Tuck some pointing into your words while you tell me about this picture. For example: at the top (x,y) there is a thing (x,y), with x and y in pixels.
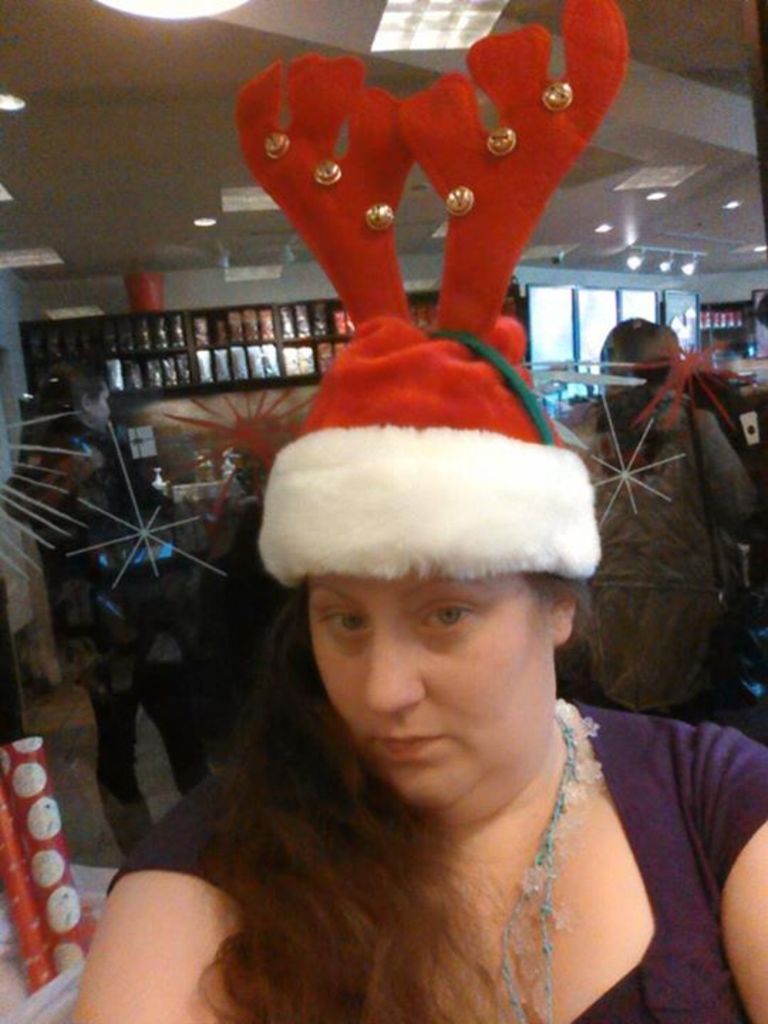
In this picture I can see there is a woman (739,737) standing and she is wearing a red color cap (410,426). In the backdrop (145,551) there are some people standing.
